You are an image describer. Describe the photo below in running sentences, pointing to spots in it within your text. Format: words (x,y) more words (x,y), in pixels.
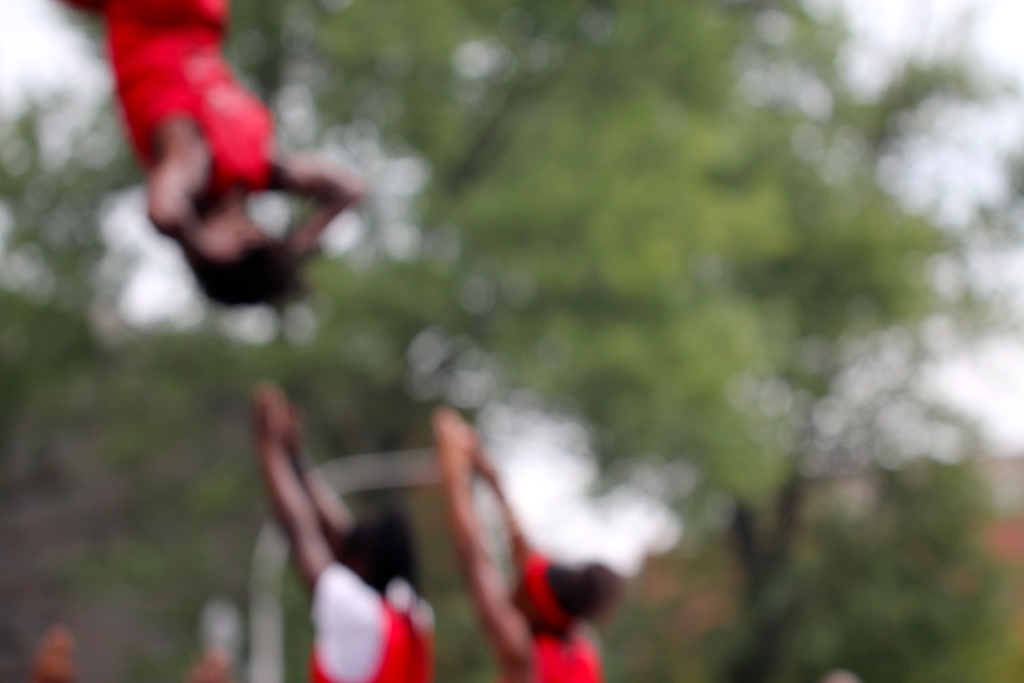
In this image I can see one person (209,99) is hanging upside down at the top of the image (273,128). At the bottom of the image (539,672) I can see two woman (539,672) standing raising their hands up and this is a blurred image.
